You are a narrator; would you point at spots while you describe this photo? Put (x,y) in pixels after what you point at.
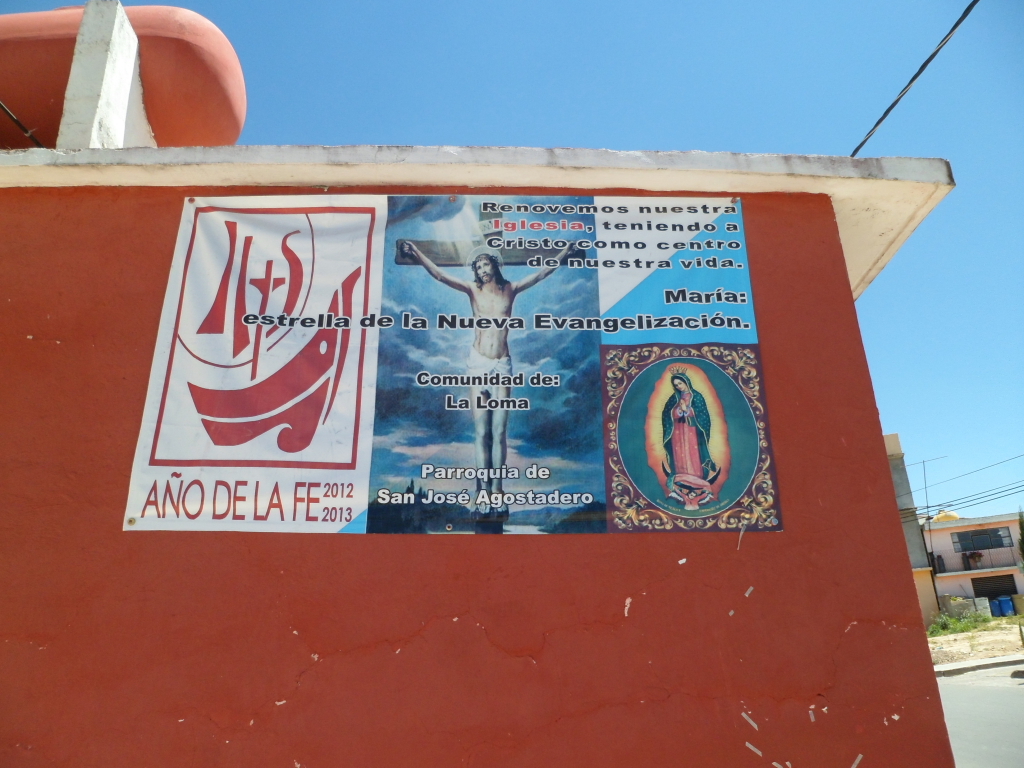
In this image we can see a poster (581,334) with text (516,325) and images (499,377) on the wall (174,593) of a building (215,592) and in the background (919,562) there are building (952,580) and plants (950,621) in front of the building (919,558), a pole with wires (968,492), a road (1004,701) and the sky (955,160).
